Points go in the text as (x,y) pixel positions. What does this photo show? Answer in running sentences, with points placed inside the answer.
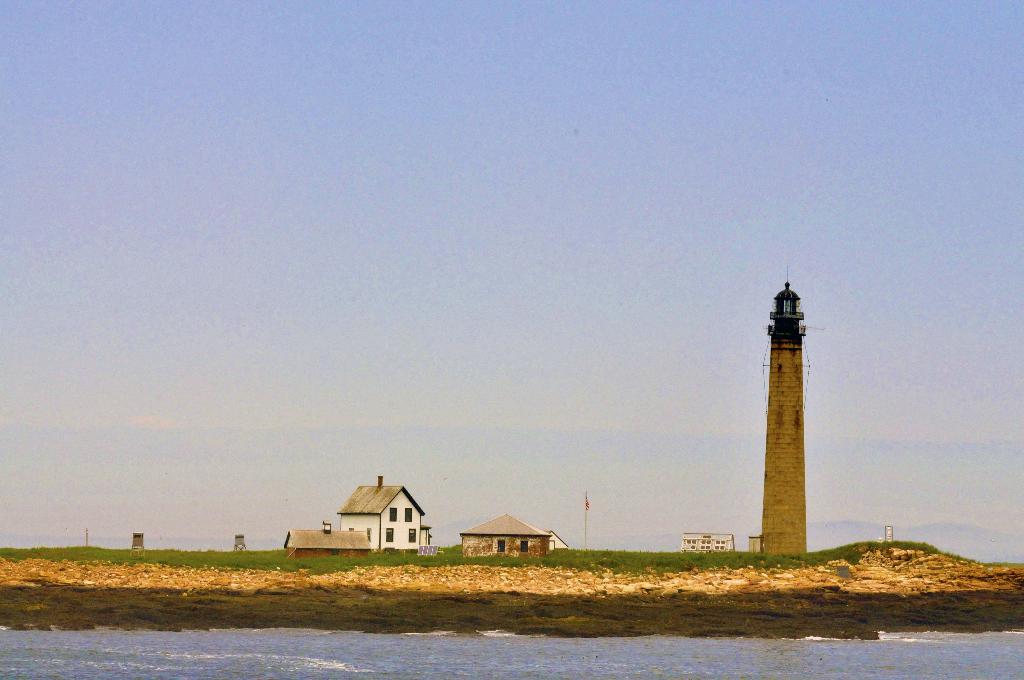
In this picture I can see there is a lighthouse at right side (800,303), buildings (381,517) and there is an ocean (800,665) and the sky (485,504) is clear.
